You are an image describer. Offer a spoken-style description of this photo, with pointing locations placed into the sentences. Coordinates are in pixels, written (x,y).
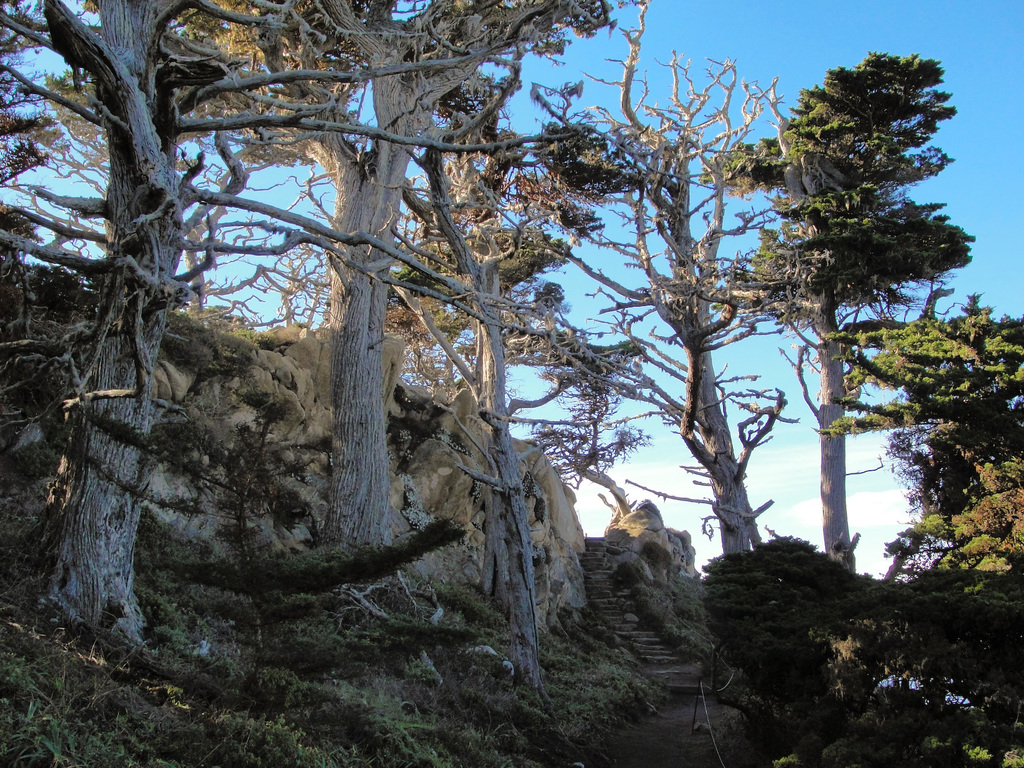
This image consists of trees (388,324). There is sky (969,2) at the top (772,6). There is grass (22,654) at the bottom (356,655).
